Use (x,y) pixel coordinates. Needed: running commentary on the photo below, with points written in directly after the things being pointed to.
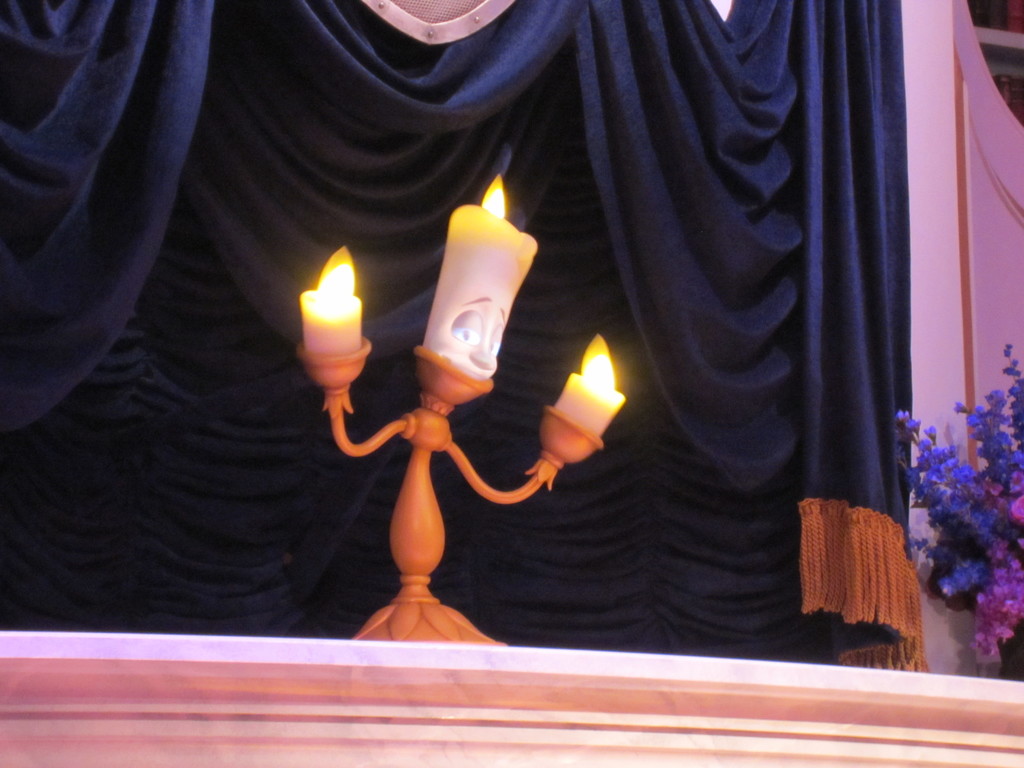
In the image there are three candles (480,251) kept on a single stand (371,625) and in the background (193,148) there is a curtain (348,107) and beside the curtain (809,334) there is a flower plant (980,612).
